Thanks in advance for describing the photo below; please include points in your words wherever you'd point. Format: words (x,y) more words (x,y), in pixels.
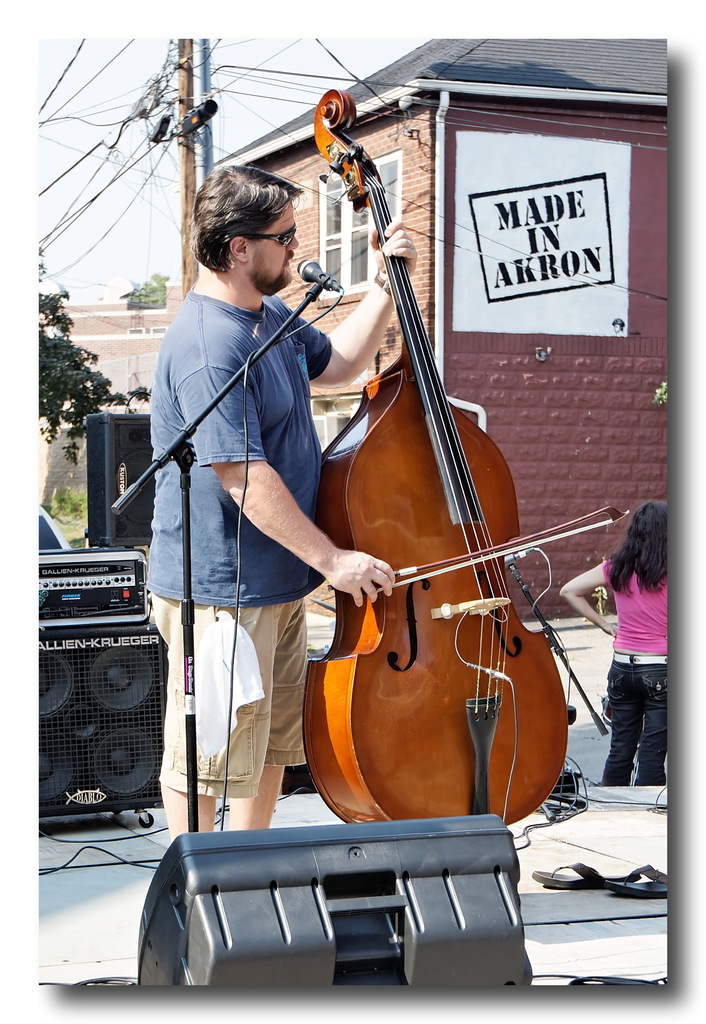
There is a person (304,377) holding a double bass (400,554) in front of a mic (318,279) in the center of the image (367,535), there is an object (175,863) at the bottom side (381,860), there are houses (143,402), trees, speakers (143,522), a person (629,602), pole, wires (150,113), text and the sky (153,260) in the background (417,204).
